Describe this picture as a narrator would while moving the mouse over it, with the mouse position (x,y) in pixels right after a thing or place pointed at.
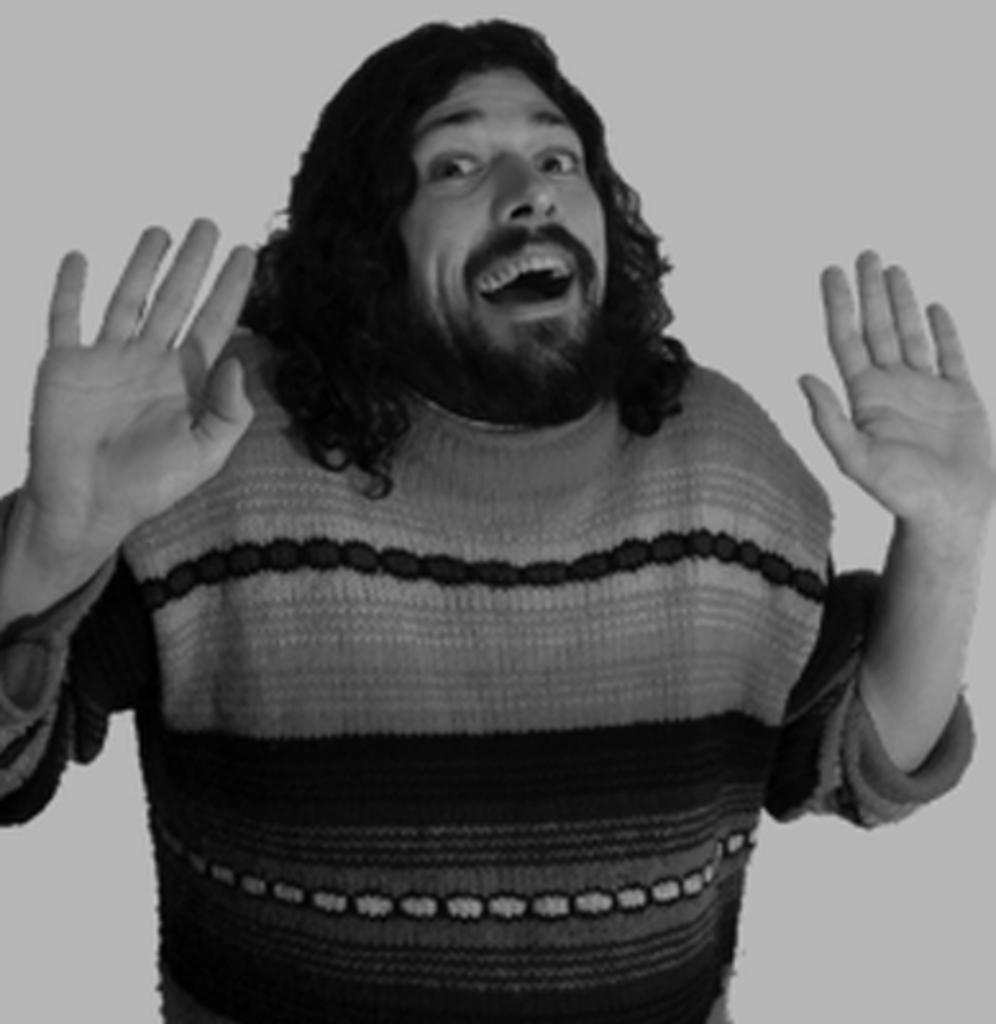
In this image there is one person (494,636) standing as we can see in middle of this image (424,617). There is a white color background (120,140).
